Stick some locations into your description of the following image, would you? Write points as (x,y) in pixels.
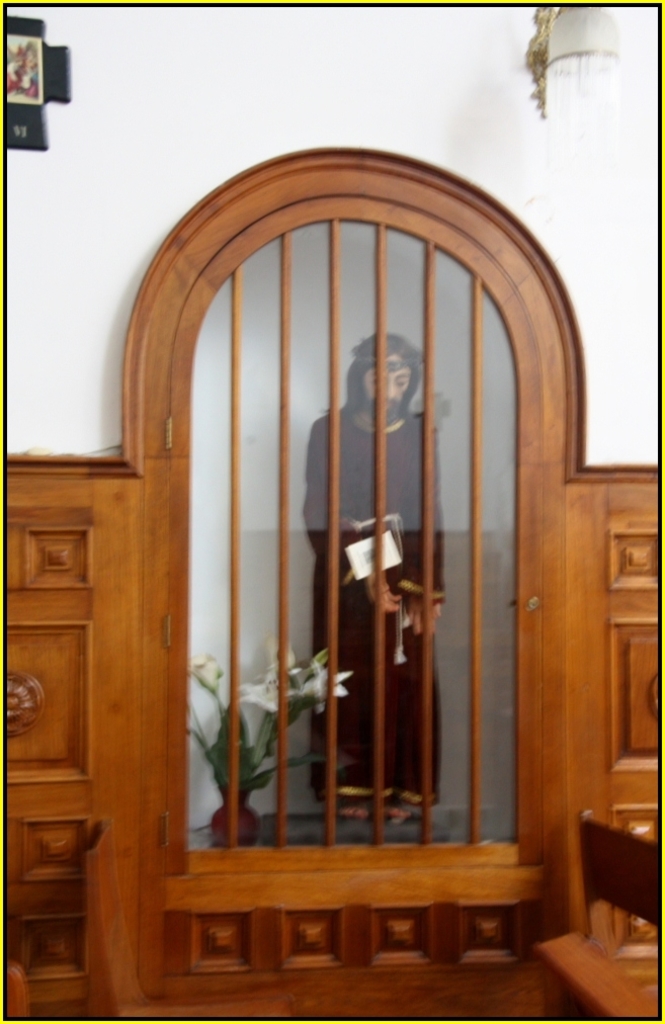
In the foreground of the picture (324,1009) there is a wooden case like object (470,739). In the center of the picture (370,662) there is a sculpture (373,701) and there is a flower vase (254,700). At the top (568,40) towards right (583,59) there is a lamp (581,62). On the left (34,66) there is a frame (25,61).
